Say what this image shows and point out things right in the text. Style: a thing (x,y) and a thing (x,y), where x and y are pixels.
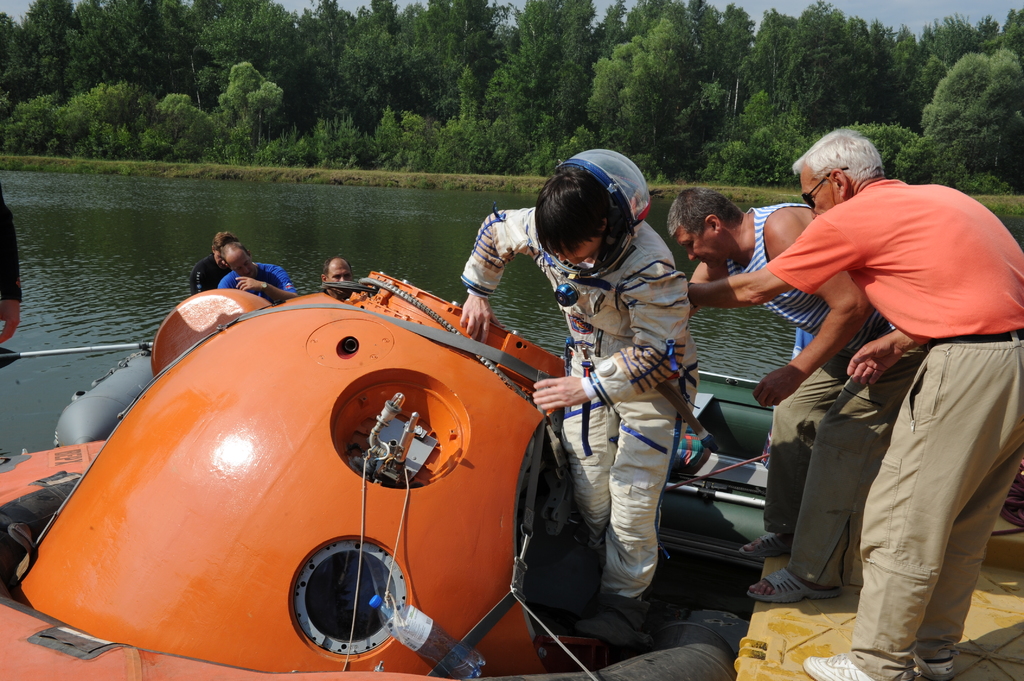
In this picture i can see people (630,478) are standing on the boat (677,498). In the background (317,205) i can see water (319,216), trees (572,98) and sky (989,3). The person (596,224) in the middle (583,236) is wearing a white color suit (645,412).
